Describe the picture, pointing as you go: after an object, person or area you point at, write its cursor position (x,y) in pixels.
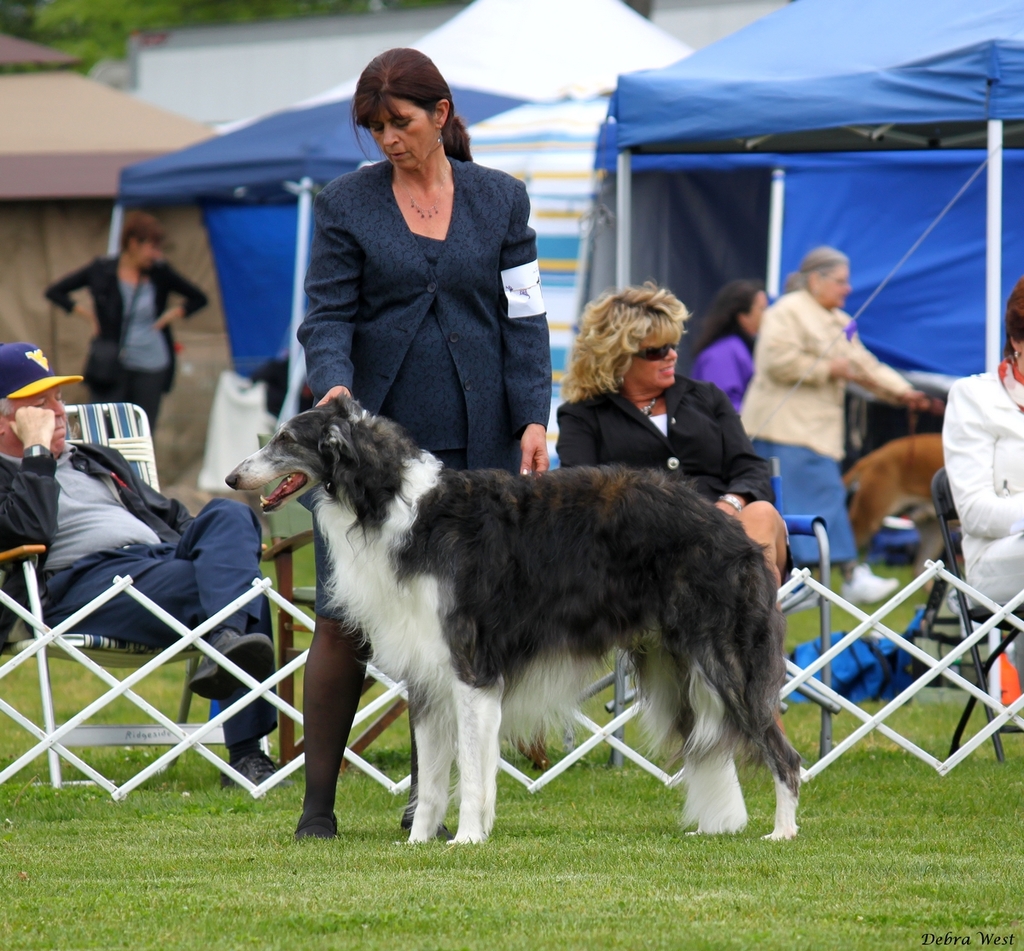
In this image there are group of people (490,411), few people (787,329) are standing and few people (583,393) are sitting. There is a dog (423,456) standing in the middle of the image (370,484). At the bottom (323,913) there is a grass (545,826), at the back (47,168) there are many tents (751,168) and there is a tree (178,19) at the back (103,24).
